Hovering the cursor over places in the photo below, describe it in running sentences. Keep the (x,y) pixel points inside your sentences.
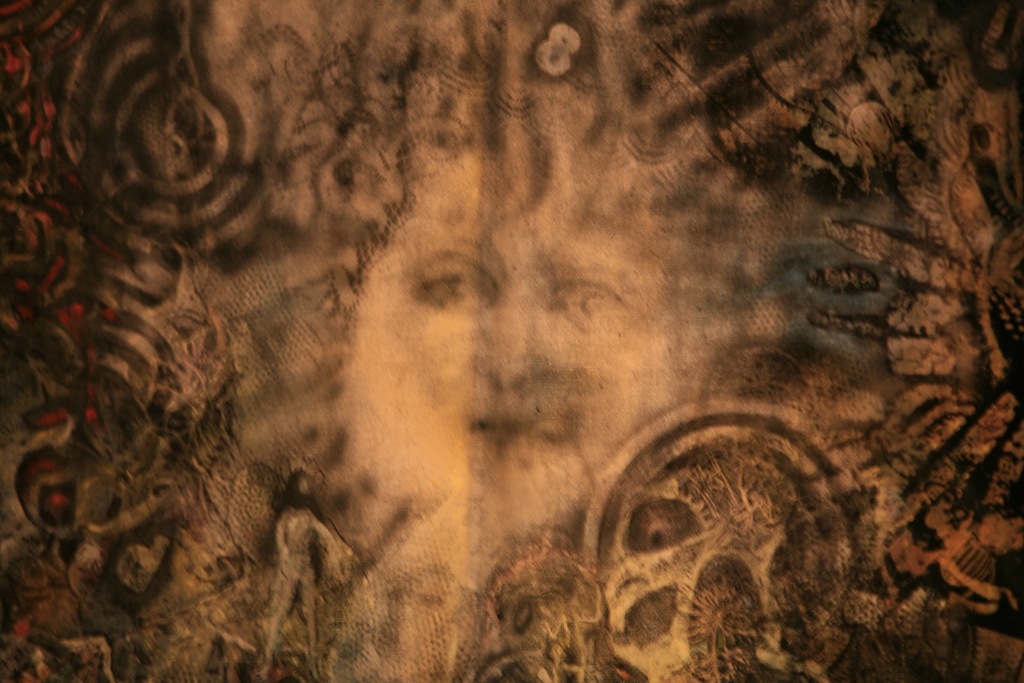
This is a wall painting (706,91) where we can see face (653,310) of a person (504,461), a man (320,521) and many structures (724,86) in it.
